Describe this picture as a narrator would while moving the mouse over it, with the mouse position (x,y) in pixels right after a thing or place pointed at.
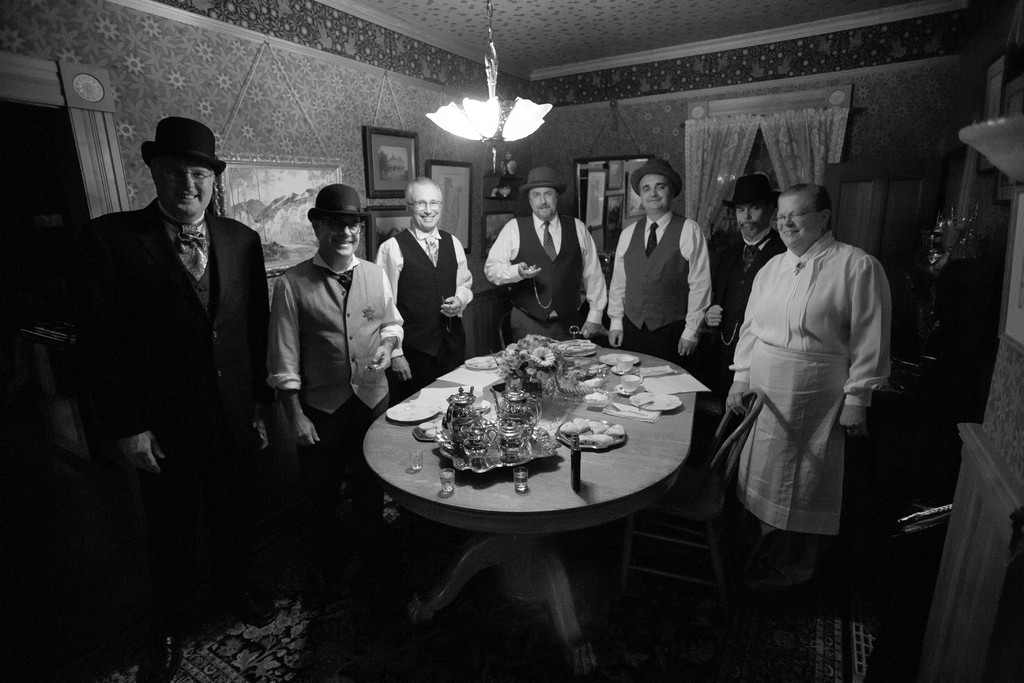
In this image i can see number of people (737,277) standing in front of a table (486,387), i can see all of them are wearing hats (676,180) except two, on the table (510,479) I can see few glasses (526,468), utensils (459,427), few plates (658,402), few cups (631,386) and few tissue papers (451,390). In the background (267,126) I can see the wall (273,79), few photo frames (408,177), a lamp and the curtain (796,141).
